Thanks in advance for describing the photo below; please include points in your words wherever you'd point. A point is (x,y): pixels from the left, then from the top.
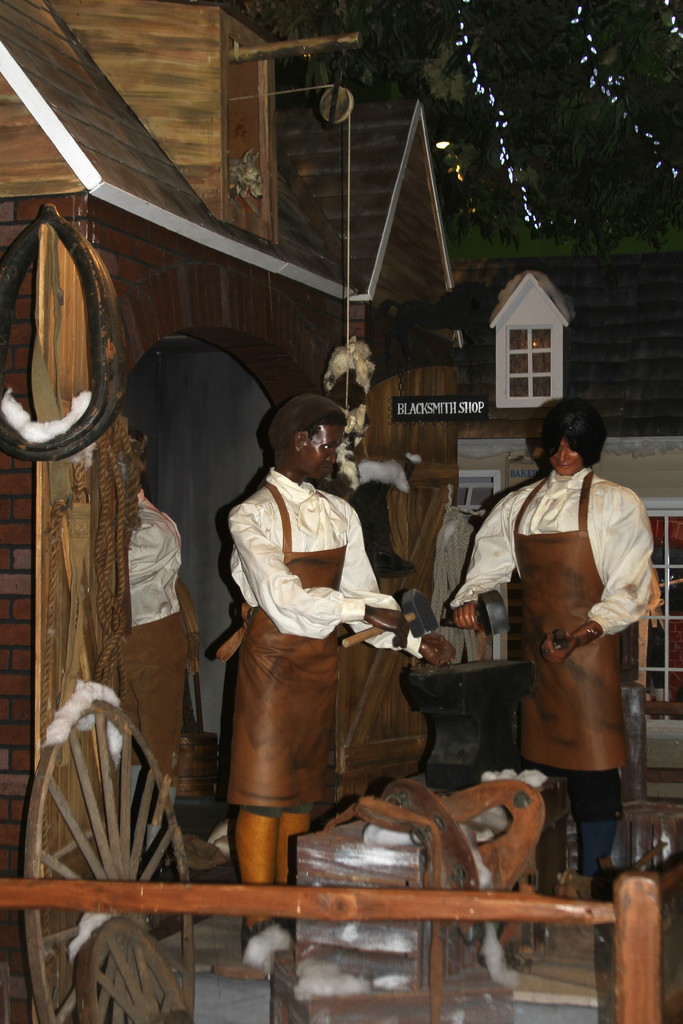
This picture is clicked inside. In the foreground (649,966) we can see the wooden objects (323,930) and a wheel (134,850). In the center (245,530) we can see the sculptures (299,556) of two persons (559,618) holding some objects (419,621) and standing on the ground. In the background (672,690) we can see the house (266,122) and the decoration lights (503,146) and a tree (509,87).
